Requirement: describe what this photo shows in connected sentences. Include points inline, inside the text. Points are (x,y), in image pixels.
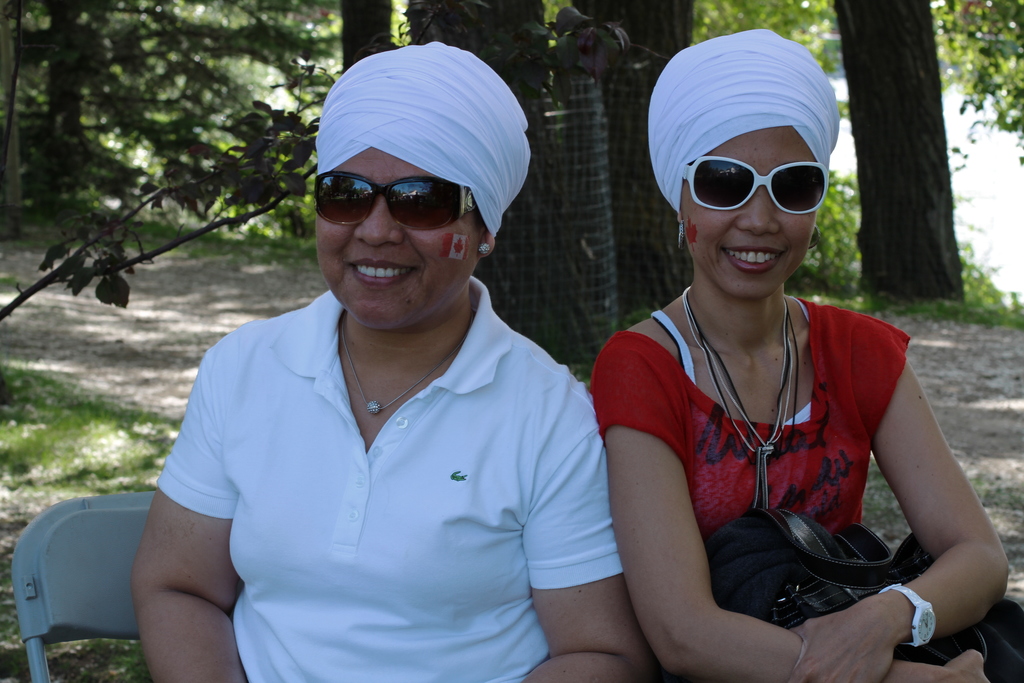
In this image, we can see two women (633,653) are sitting and smiling. They are wearing goggles (413,216). On the right side of the image (823,520), we can see a woman (880,609) is carrying a bag (756,599). Background (1014,342) we can see tree trunks (552,237), trees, plants (48,277) walkway (176,284) and water (1001,221). Left side of the image (89,565), we can see a chair (47,581).
